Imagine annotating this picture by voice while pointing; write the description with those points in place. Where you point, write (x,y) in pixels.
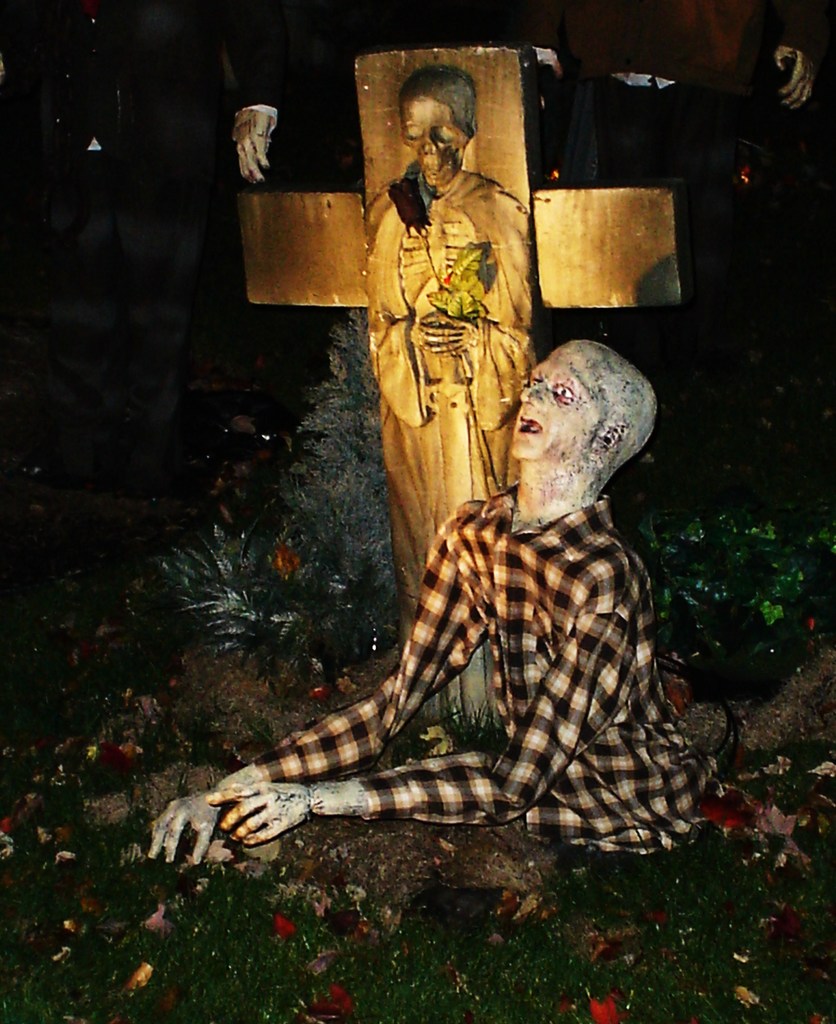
In this image we can see a depiction of a person (609,818) wearing the shirt (487,764). We can also see the depiction of skull (381,247) holding the rose (481,242). We can also see the cross (367,214), plants (262,628) and also grass (293,941) and dried leaves (785,826) and this image is taken during the night time.
